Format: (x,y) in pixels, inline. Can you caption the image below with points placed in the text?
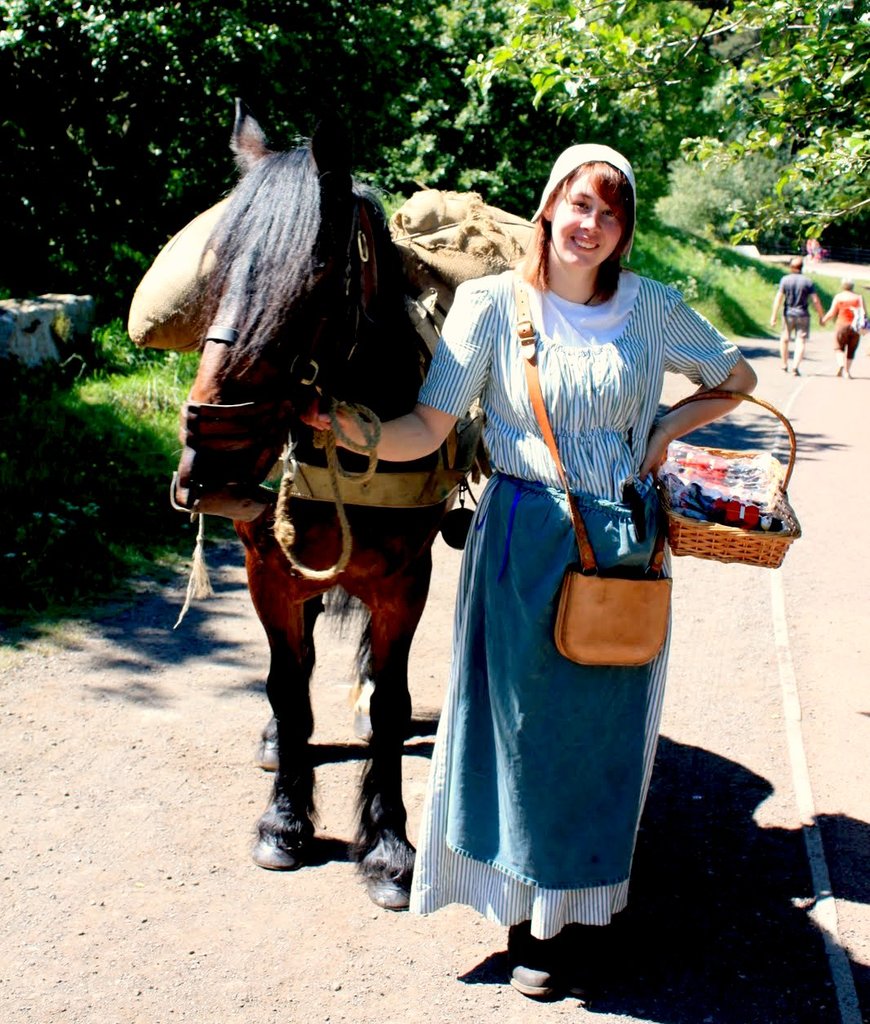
In this image we can see a woman (491,644) holding a basket (785,536) and a rope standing beside a horse (410,547). We can also see some grass (105,529), some people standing on the pathway (827,547) and a group of trees (440,171).
